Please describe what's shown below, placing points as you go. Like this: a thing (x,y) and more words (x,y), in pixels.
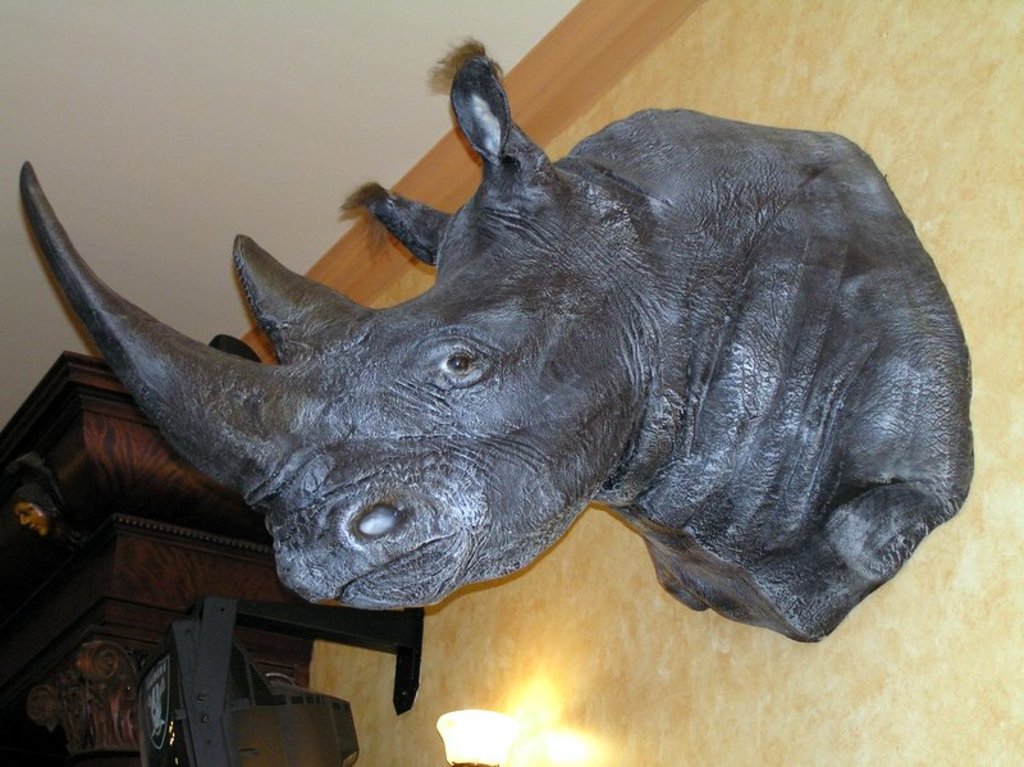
In the image I can see the face (405,454) of a rhinoceroses (371,539) and also I can see a sculpture (59,542) to the wall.
